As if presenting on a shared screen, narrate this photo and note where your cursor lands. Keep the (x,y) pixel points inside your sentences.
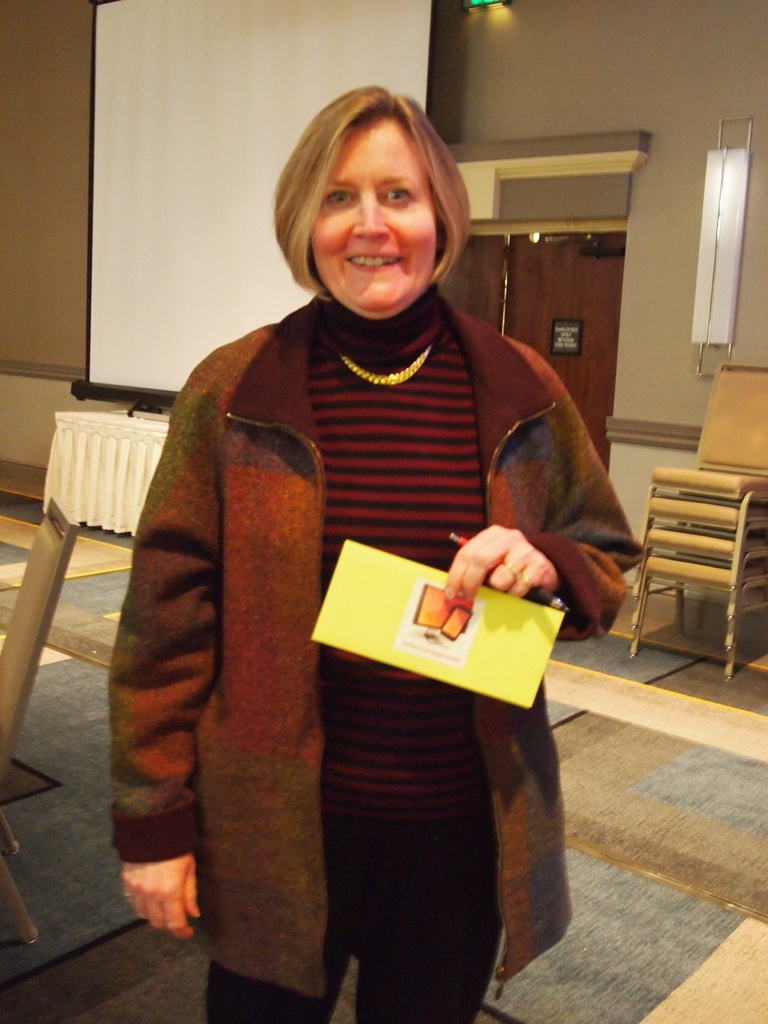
As we can see in the image there is a wall (738,339), chairs (745,400), screen (134,209) and a woman (440,298) standing over here.
